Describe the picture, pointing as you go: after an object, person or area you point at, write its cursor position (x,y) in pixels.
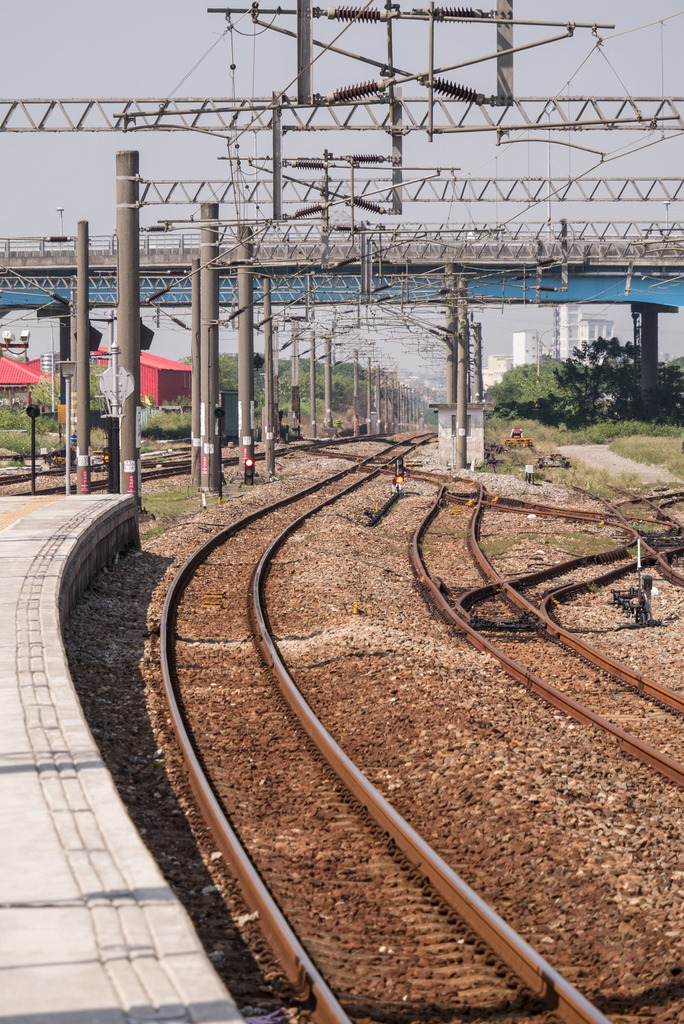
On the left side (74,896), there is a platform (51,698). On the right side (609,573), there are railway tracks (355,479). In the background (678,288), there are poles (134,229), there is a bridge (99,280), there are trees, buildings (16,368) and there are clouds (112,53) in the sky (67,20).
